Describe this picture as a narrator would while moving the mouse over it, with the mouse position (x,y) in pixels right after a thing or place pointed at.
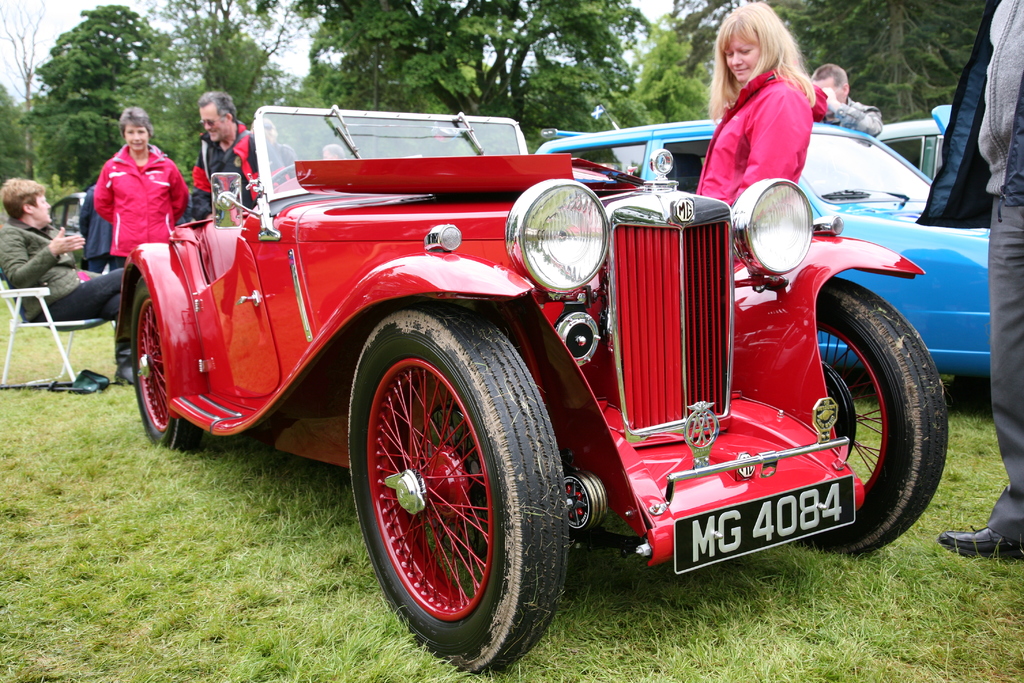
In this picture there are group of people (45,227). There is a red car (677,404) in the front (809,342) and at the back (897,234) there is a blue car (859,203). At the back (299,28) there are trees (322,1) and at the bottom (178,561) there is a grass (204,560), at the left (75,271) there is a person (58,307) sitting on the chair (57,326) and he is talking.
